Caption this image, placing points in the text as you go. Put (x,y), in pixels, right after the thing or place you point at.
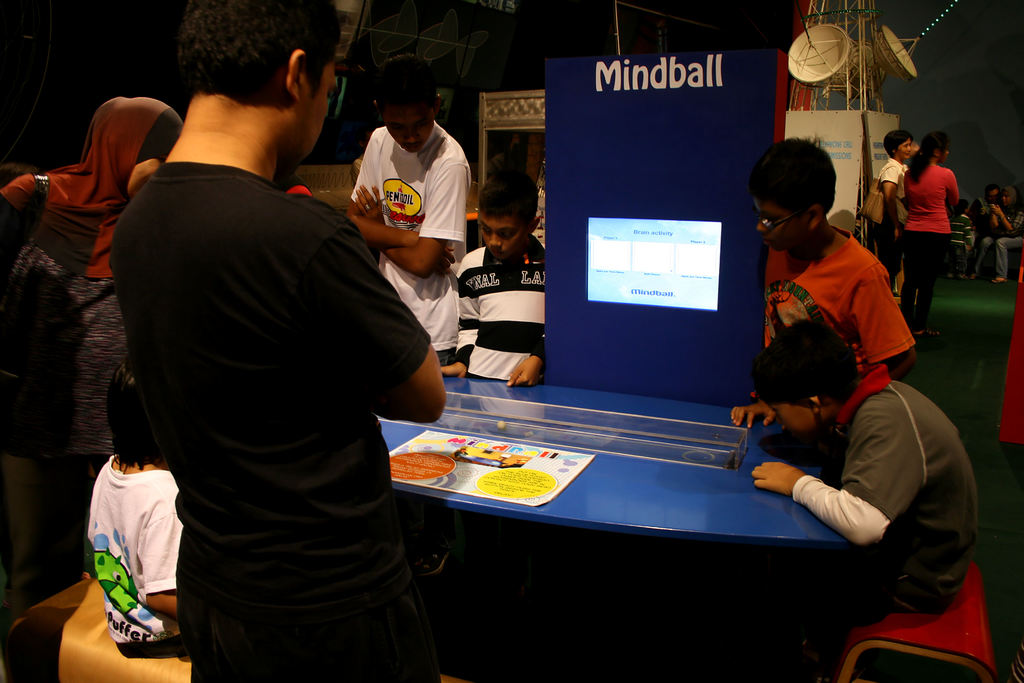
This person (245,67) in black t-shirt (242,287) is standing. This kids (142,562) are sitting on a chair (891,615). In-front of this kid (830,496) there is a table (696,496), on a table (600,487) there is a paper (538,465), ball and glass (519,430). Far the persons (913,297) are standing. These are banners (875,136). A screen (693,243) is on wall (631,345).
